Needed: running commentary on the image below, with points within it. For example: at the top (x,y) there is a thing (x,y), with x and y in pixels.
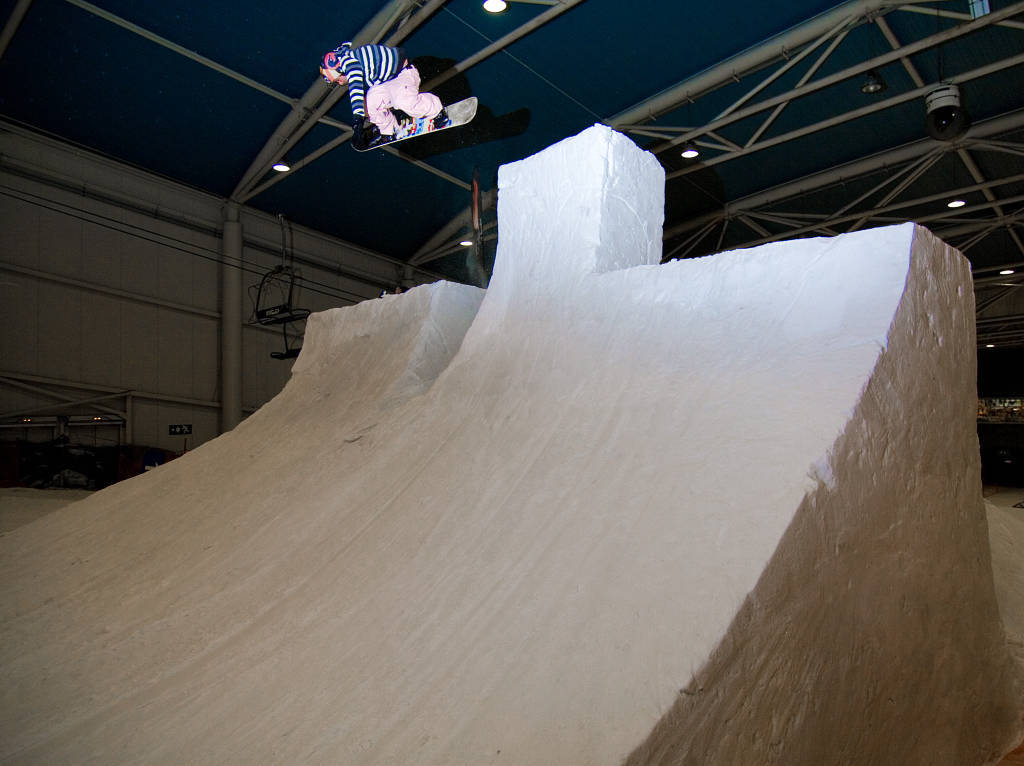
In this picture I can observe a ski drop-in (361,587). There is a man (381,67) on the skiing board (418,132) in the air (343,91). On the left side (261,239) I can observe a wall (131,302).
